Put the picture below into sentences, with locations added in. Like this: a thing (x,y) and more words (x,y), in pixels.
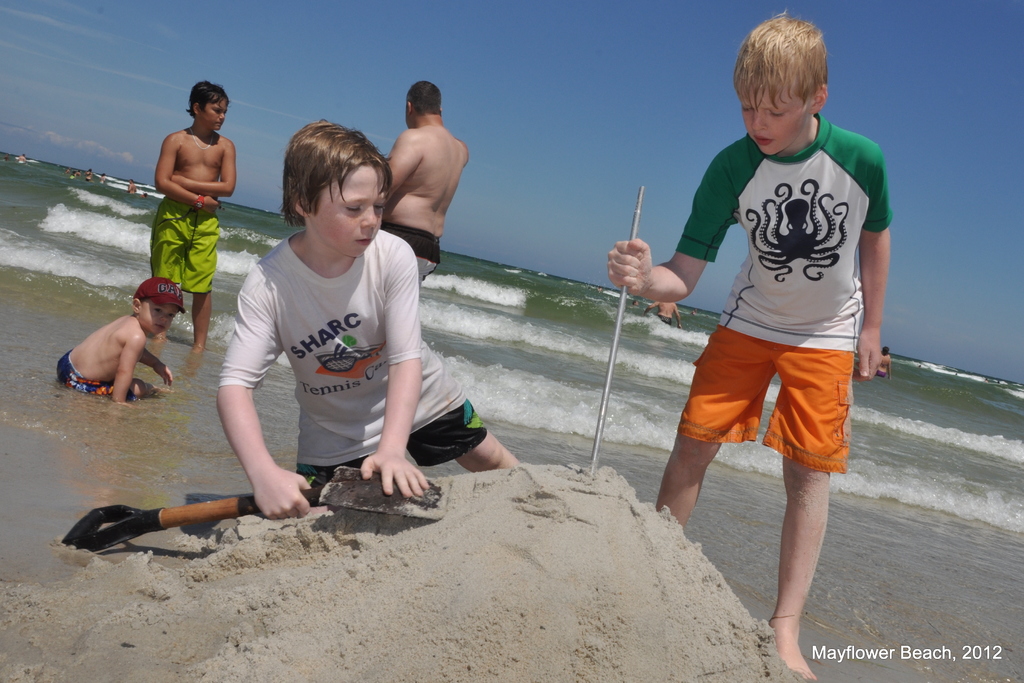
There are people (61,377) and these two boys (426,465) holding tools (352,498) and we can see sand (362,522). In the background (464,333) we can see water (605,322), people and sky (634,125) in blue color. In the bottom right side of the image (875,653) we can see text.
